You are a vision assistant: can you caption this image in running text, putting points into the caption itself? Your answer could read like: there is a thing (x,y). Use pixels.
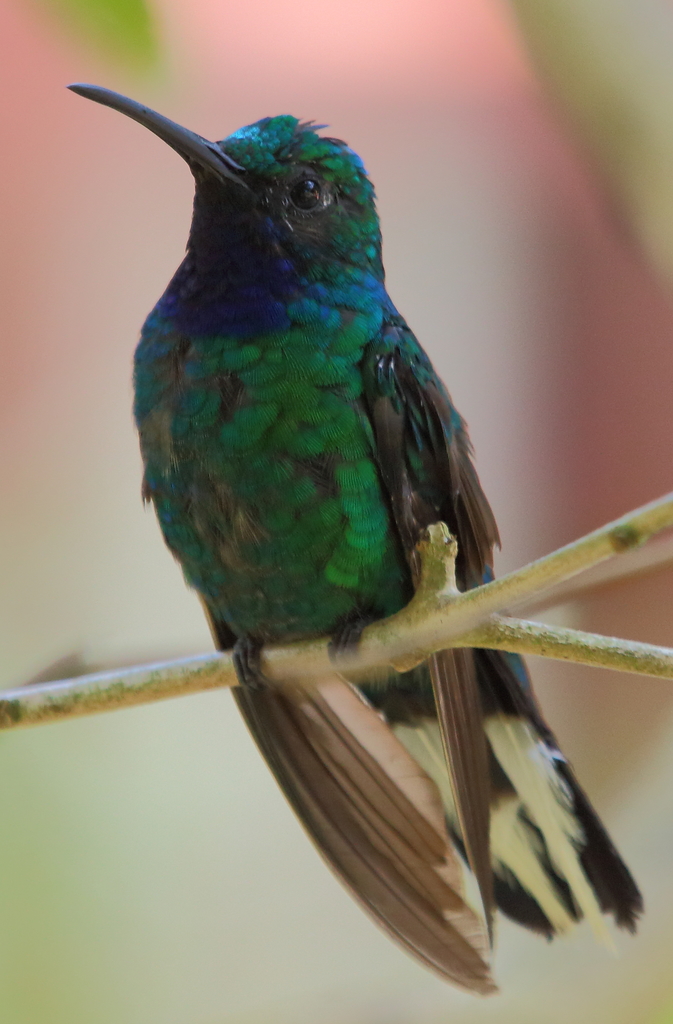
In this picture we can see a bird (226,499) on a branch (637,544) and in the background (22,584) it is blurry.
